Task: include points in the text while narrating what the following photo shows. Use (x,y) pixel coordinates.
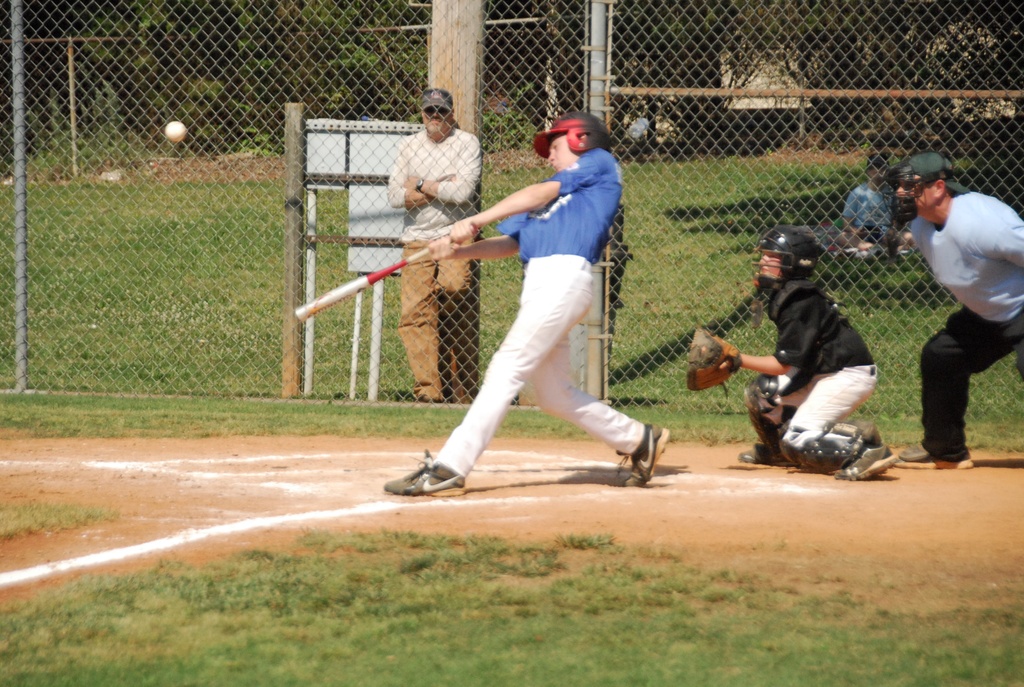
In the image the people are playing base ball game in the ground (322,409) and behind them there is a mesh (450,91) and behind the mesh (509,163) there are few people (426,119) on the grass surface (659,178). Behind the grass surface (138,246) there are many trees (772,47).
